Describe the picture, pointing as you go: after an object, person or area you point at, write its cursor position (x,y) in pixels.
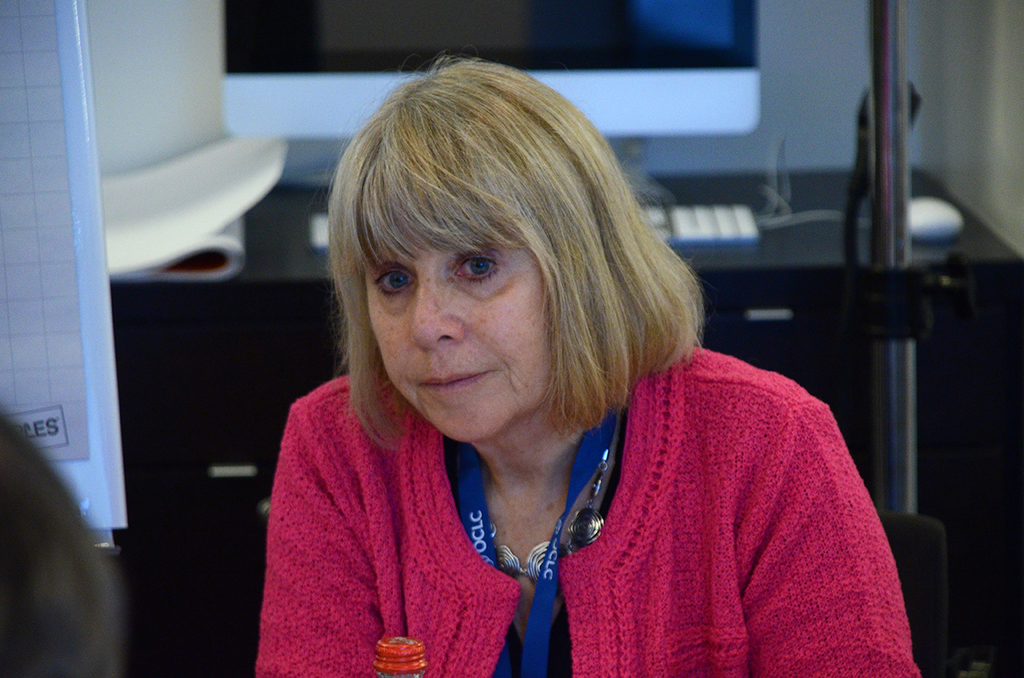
This image consists of a woman (764,527) wearing a pink sweater (803,511). In front of her, there is a bottle (386,665). On the left (63,340), we can see a board (66,365). In the background (844,317), we can see a desk (825,313). On which, we can see a computer (430,10). On the right (902,68), there is a rod (875,88).
